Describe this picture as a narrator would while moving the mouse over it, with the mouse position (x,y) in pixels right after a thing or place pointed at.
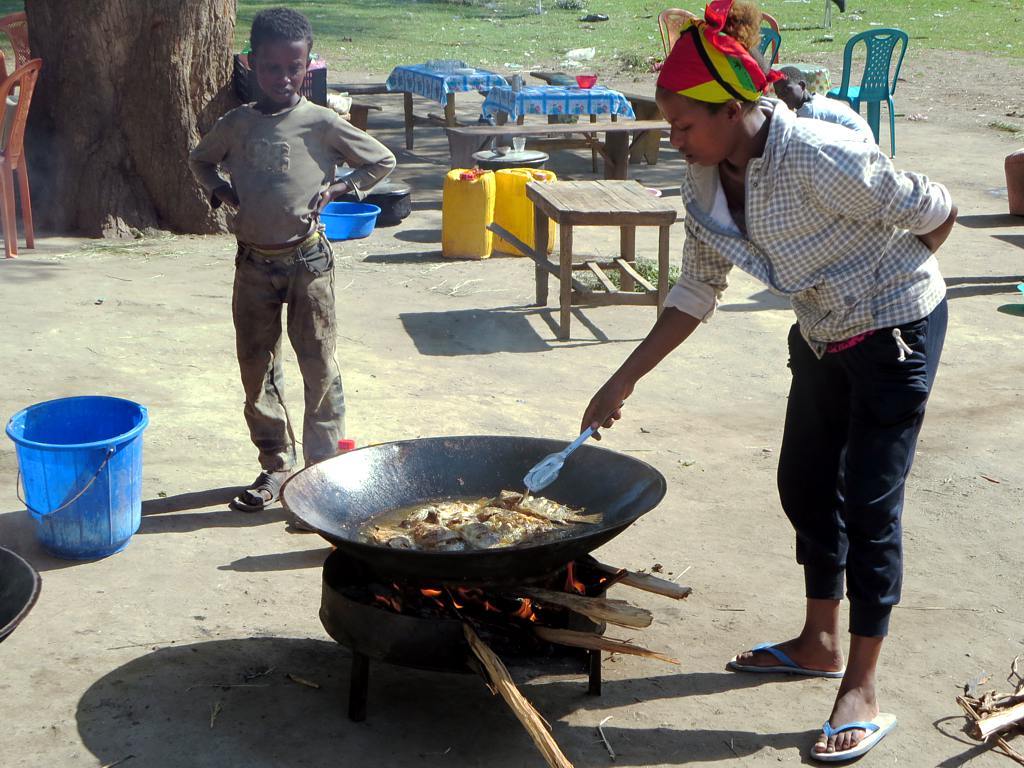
In this image, we can see few peoples (819,343). The right side (879,364), women (837,399) is cooking some food (496,527) under this we can see fire (532,609) and wooden pieces (510,701). On left side (264,327), the boy (280,297) is standing near the blue bucket (94,463). The top of the image (609,101), we can see so many items (476,223), tables (459,123), can (466,214), basket (343,216), few items (522,149) are placed on the tables (528,160). On left side (194,119), there is a trunk (129,79) and chairs (16,116).
